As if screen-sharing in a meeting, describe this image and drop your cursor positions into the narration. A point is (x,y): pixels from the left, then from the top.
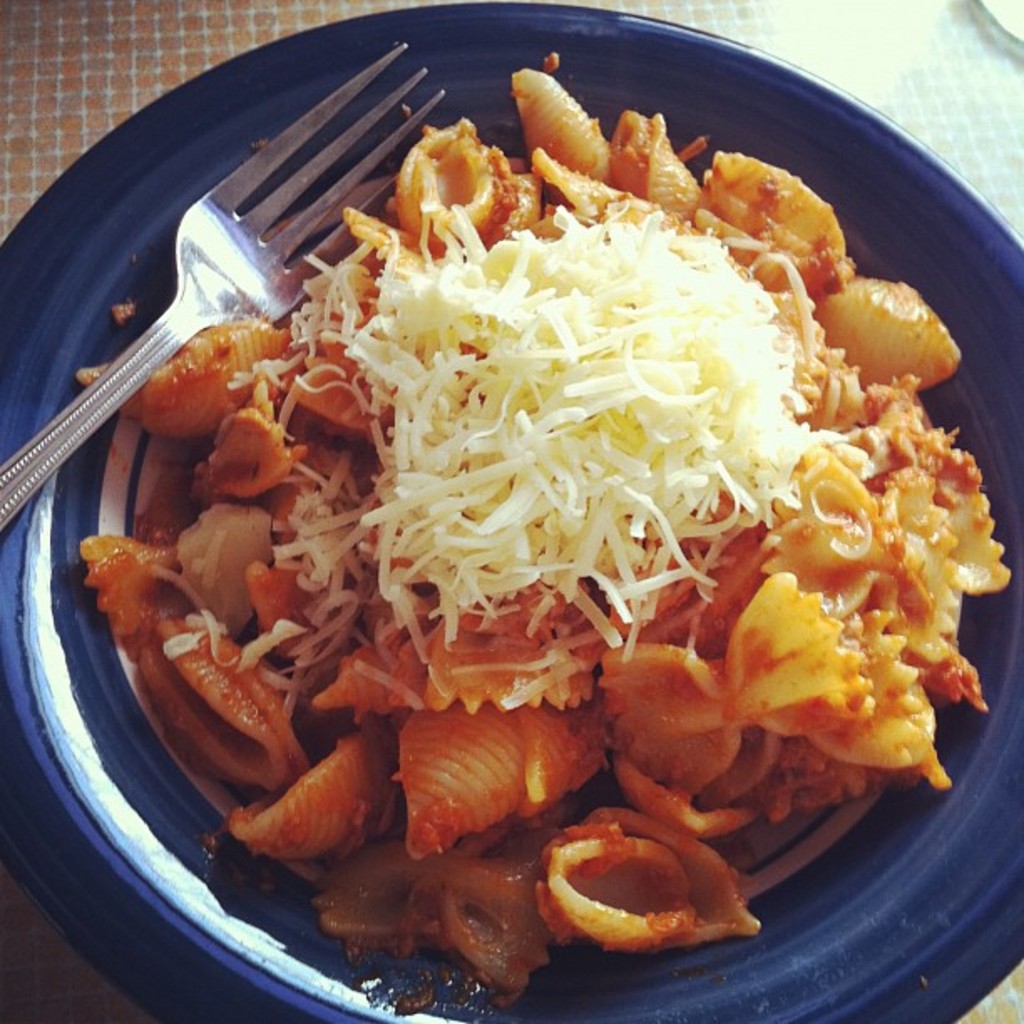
In this image I can see a brown and white colored surface (62,77) on which I can see a plate (113,176) which is blue in color. In the plate (88,257) I can see a food item (464,421) which is orange, yellow and cream in color and I can see a fork (1,489) on the plate (40,228).
